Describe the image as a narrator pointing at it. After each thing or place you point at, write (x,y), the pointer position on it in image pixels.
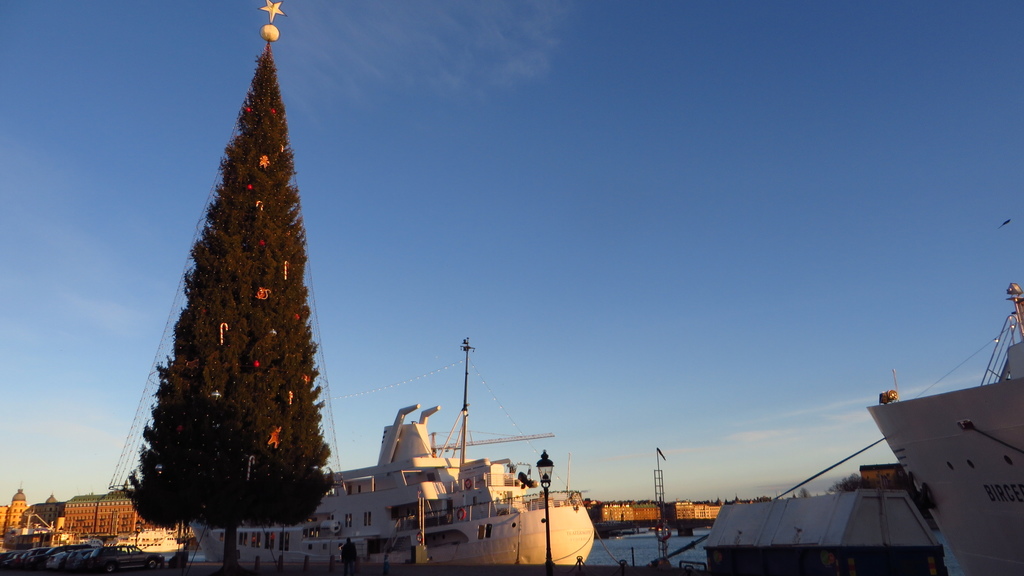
In this image I can see the ships (408,520). On the left side (267,452) I can see a tree (223,508). In the background (70,525), I can see the buildings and clouds (788,415) in the sky (774,354).
